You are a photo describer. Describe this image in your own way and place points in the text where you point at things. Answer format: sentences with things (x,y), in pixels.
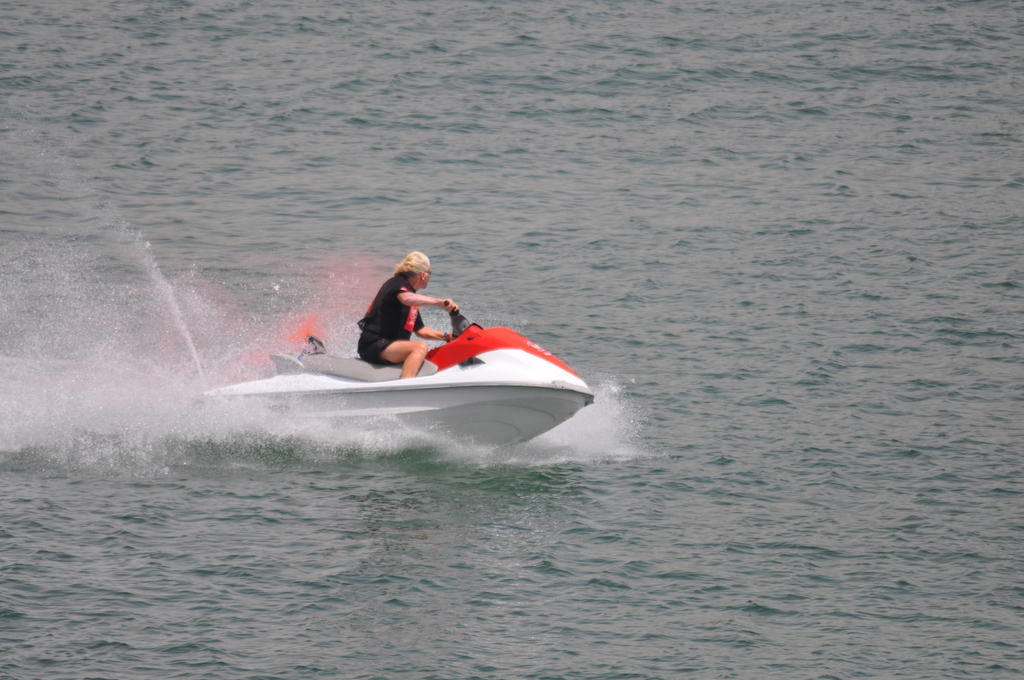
In this image there is a person (379,353) riding a jet ski (416,400) on the water (463,492). There is water (463,95) in the image.
